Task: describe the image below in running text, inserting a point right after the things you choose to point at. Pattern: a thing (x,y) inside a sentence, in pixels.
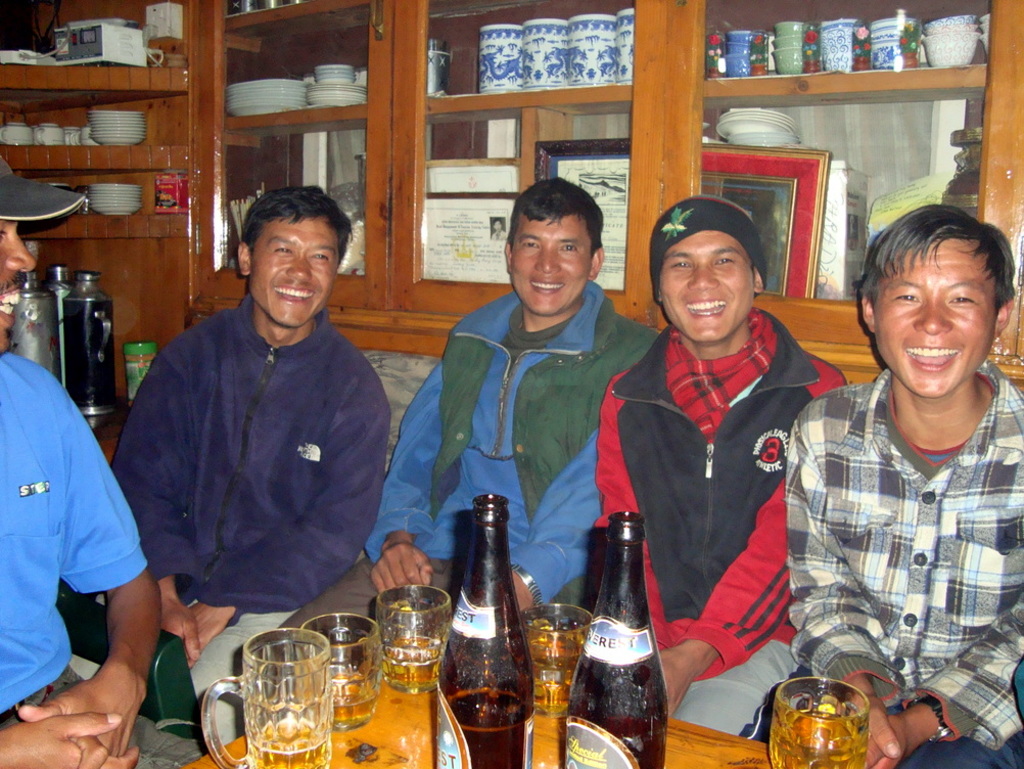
In this image there are five people (28,416) sitting on the couch (401,408). On the table (701,749) there is a bottle (651,716) and a glasses (416,620). At the back side (402,155) there is cupboard (440,98). In the cupboard (396,90) there are plates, frames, bowls (795,33) and some objects (538,63).
